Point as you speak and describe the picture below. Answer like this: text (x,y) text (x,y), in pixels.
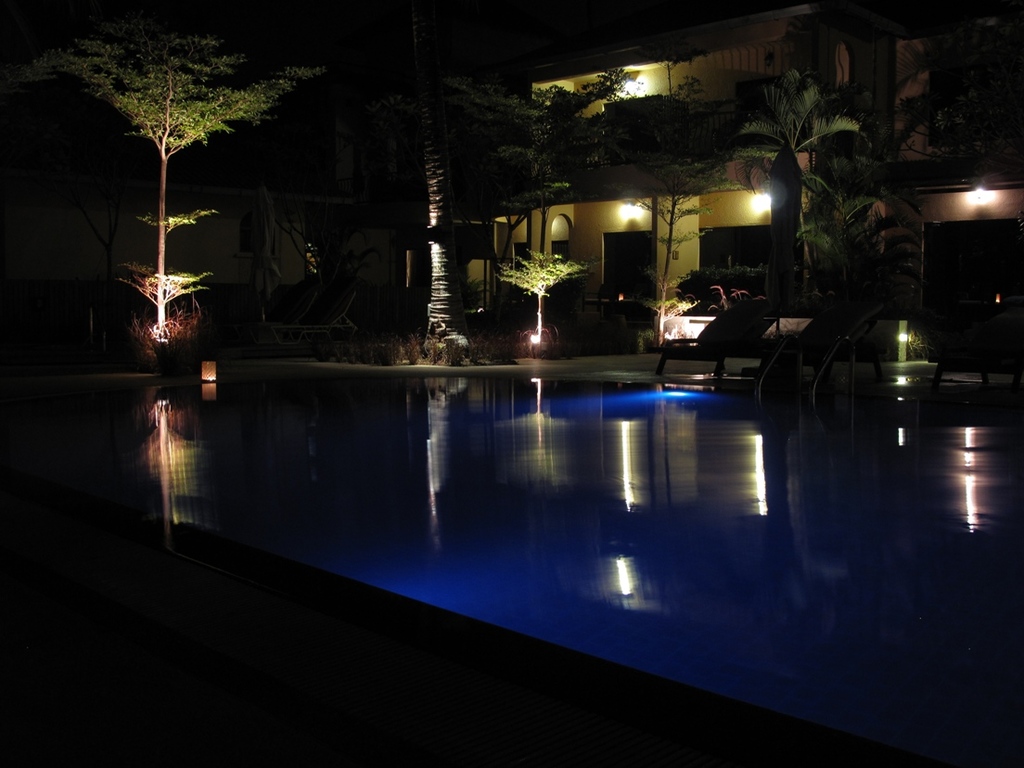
In the image there is pool (625,573) in the front (538,565) and a building (843,53) behind it with trees (562,276) in front of it and there are lights (758,195) inside the building (682,228).
